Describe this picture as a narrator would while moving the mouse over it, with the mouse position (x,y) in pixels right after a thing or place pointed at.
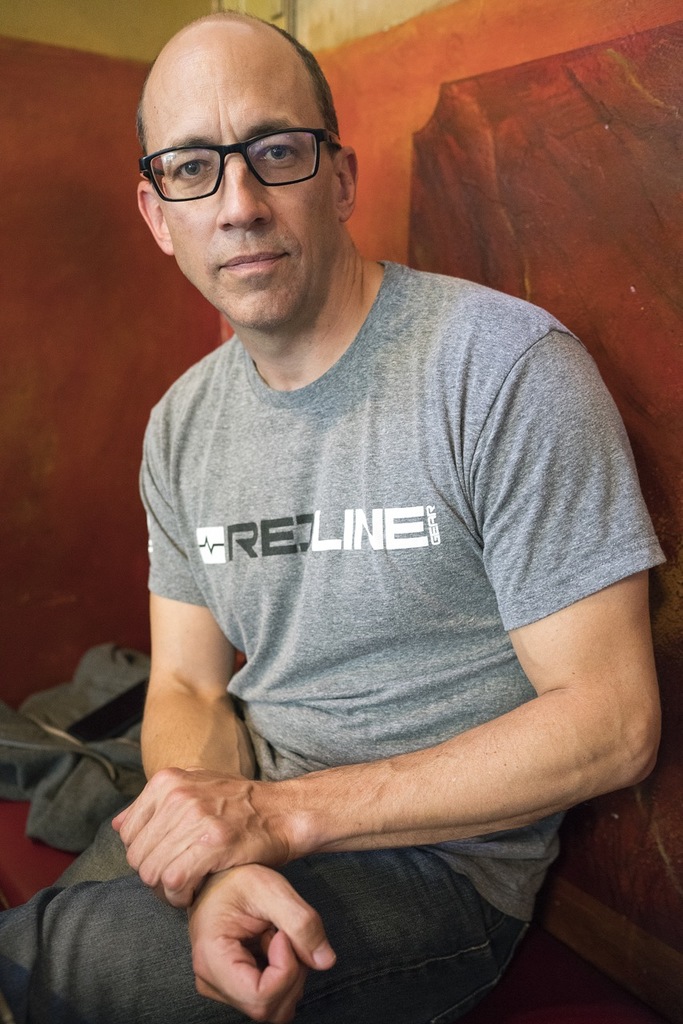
In this image a person (406,689) wearing grey color T-shirt (408,704) and black color pant (447,889) and specs (264,154) sitting on a sofa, in the background (399,56) there is a wall (106,351).
